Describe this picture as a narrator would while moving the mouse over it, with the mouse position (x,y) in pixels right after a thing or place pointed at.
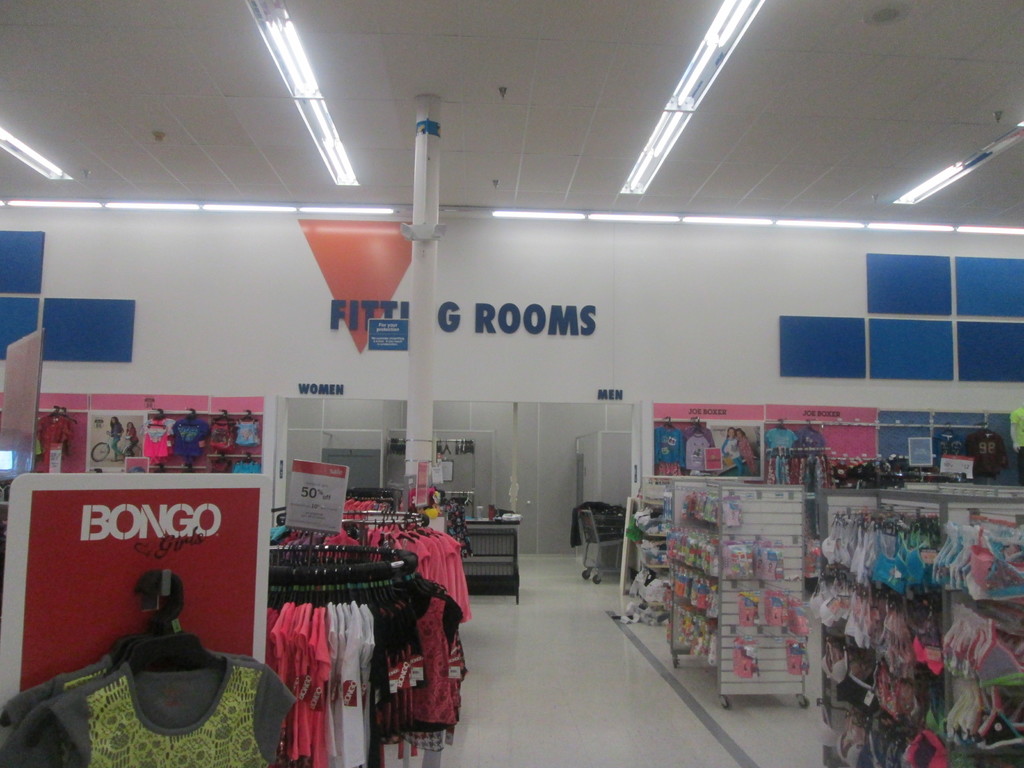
In this image we can see some clothes (228,760) on the stands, there are boards (212,556) with text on them, also we can see some objects (822,601) on the racks (781,589), there are text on the wall (392,224), there is a trolley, there are lights (727,4), also we can see the roof (525,72).
